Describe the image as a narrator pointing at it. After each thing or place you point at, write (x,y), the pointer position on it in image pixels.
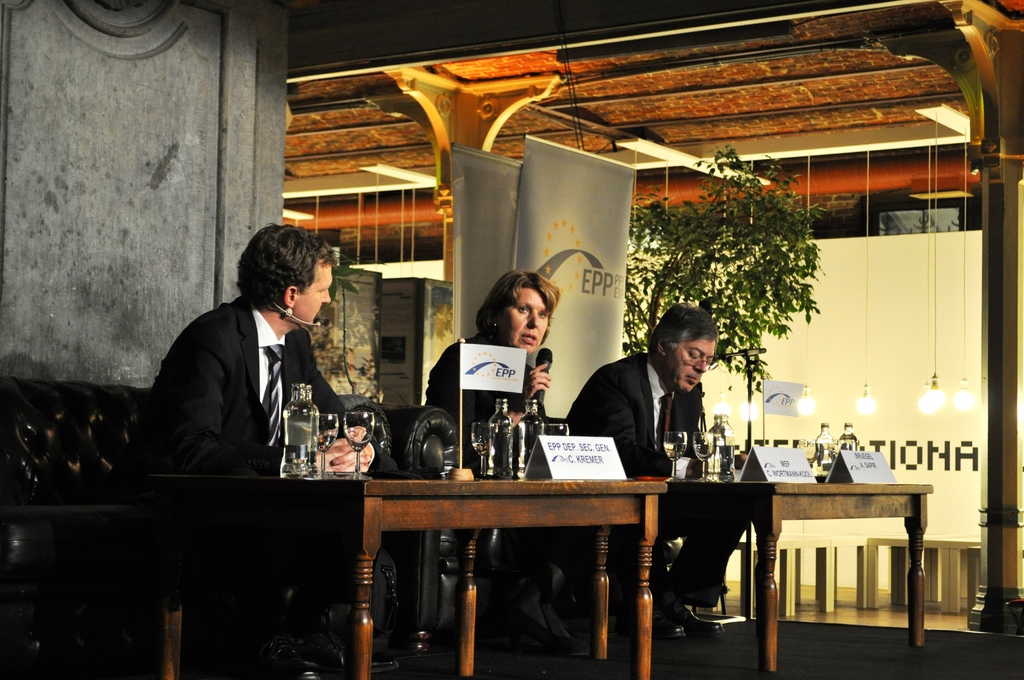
In the image there are few people (607,378) sitting on sofas (379,430) and in front of them there are two tables (470,510) and on the tables (482,504) there are glasses (348,425), bottles (504,443), small flags (471,376) and behind them there is a wall (253,98) and beside the wall (180,107) there are two banners (600,161) and beside the banners (615,219) there is a tree (696,229) and beside the tree (734,204) there are lights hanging down from the roof (813,136).
